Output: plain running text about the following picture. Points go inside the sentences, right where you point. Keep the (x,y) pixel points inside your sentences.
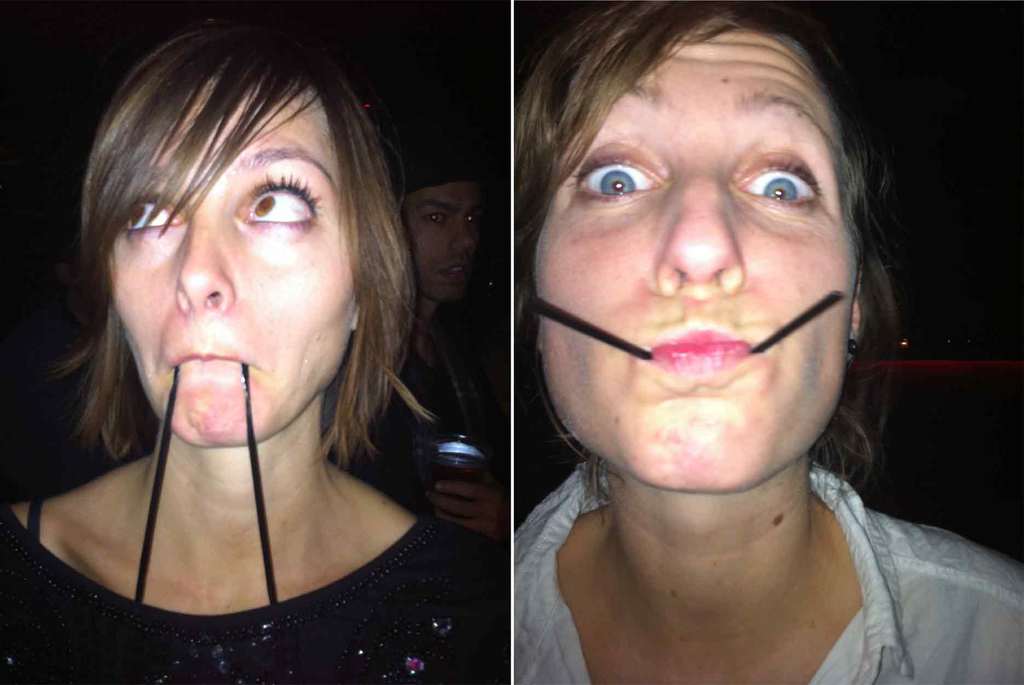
In this image I can see collage photos of people (806,478). I can see this image is little bit in dark.
